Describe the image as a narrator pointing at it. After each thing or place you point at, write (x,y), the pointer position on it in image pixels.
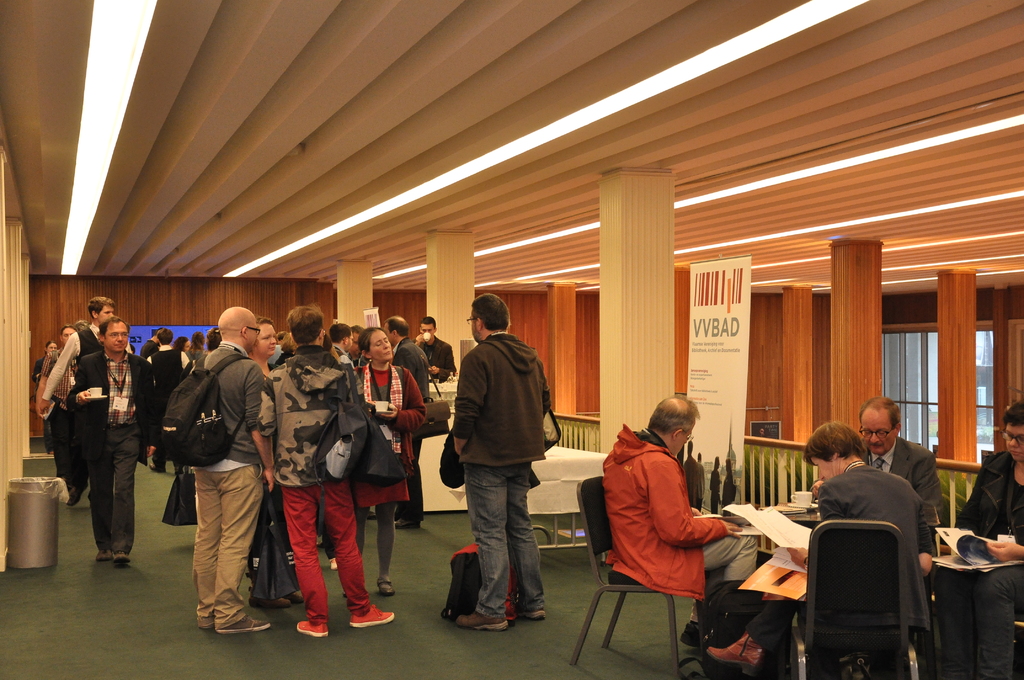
In this hall (197,265) there are many people (527,492). On the right (878,575) there are few people (687,515) sitting on chairs (824,582). They are holding papers (782,531). Here few of them are carrying bags (174,425). This is a dustbin (22,502). On the ceiling (228,93) there are lights (875,220). In the background (713,388) there are banner (713,356), poles (555,295).
